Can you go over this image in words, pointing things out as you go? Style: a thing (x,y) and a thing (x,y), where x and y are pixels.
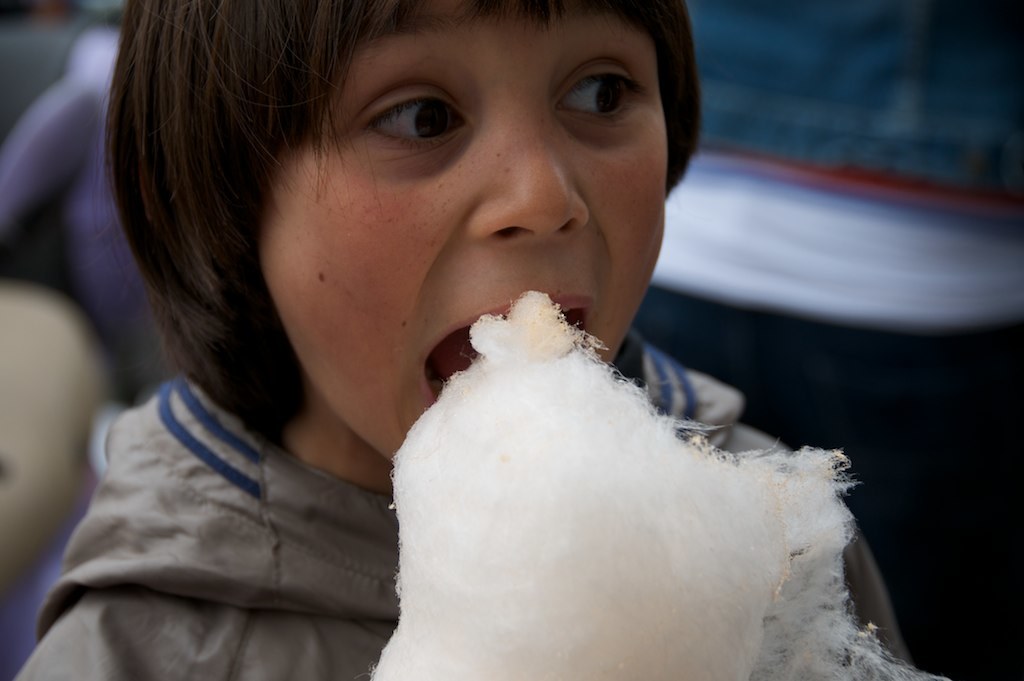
This image consists of a girl (508,246) eating cotton candy (525,579). In the background (5,196), there are people (762,363). She is wearing a gray jacket (246,607).
